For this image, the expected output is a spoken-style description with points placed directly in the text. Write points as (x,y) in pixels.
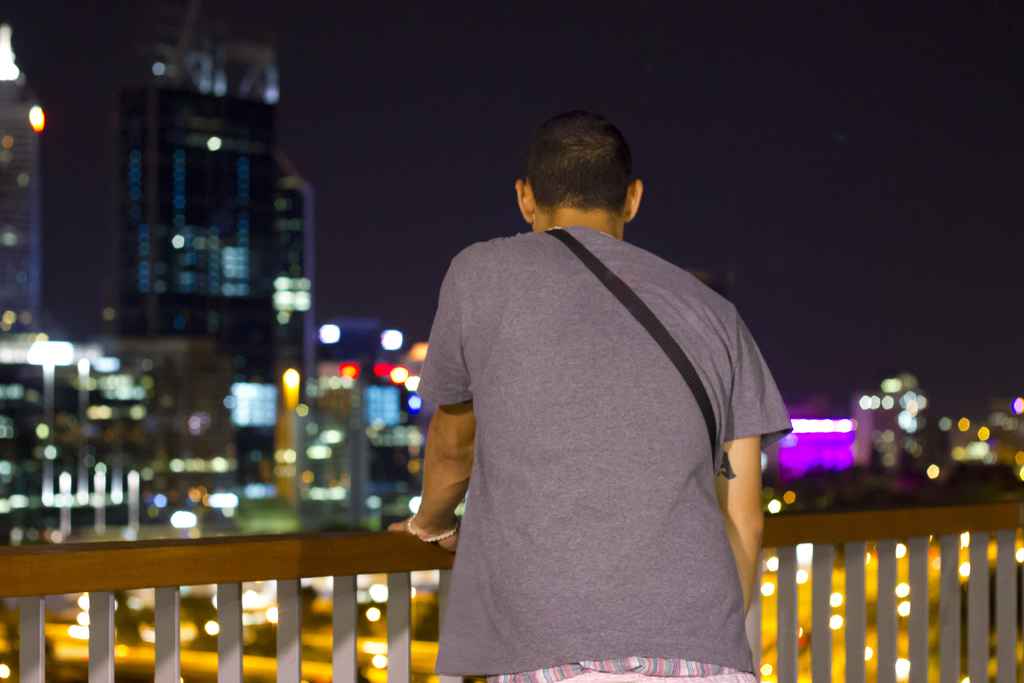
In this image there is a man (639,556) standing at the balcony (852,556). There is a building (265,435) on the backside (321,456). There is a sky (470,220).
